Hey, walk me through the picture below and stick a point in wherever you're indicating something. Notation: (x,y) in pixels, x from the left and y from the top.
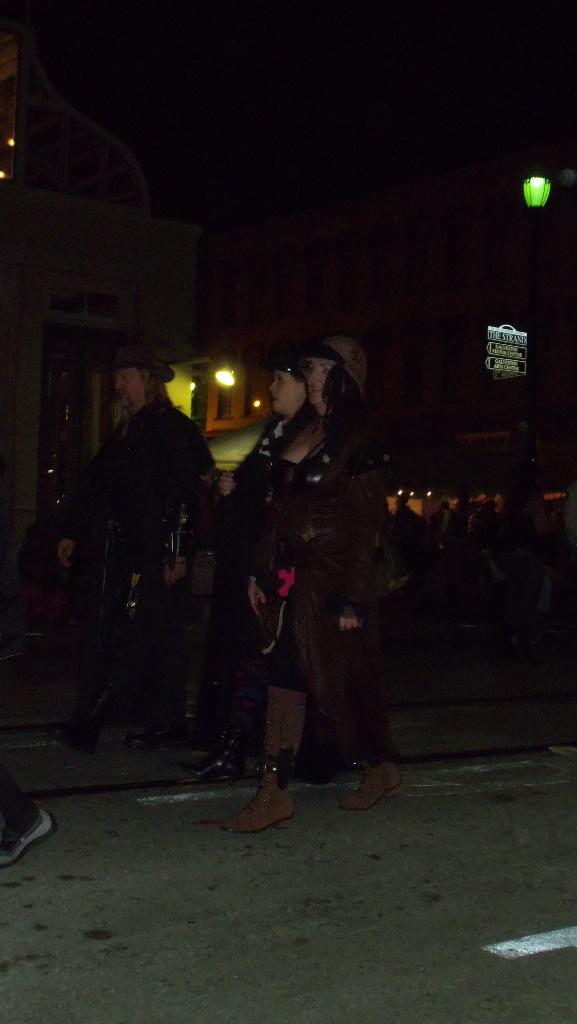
In this image I can see the group of people (225,714) with dresses (179,607). To the side of these people (171,555) I can see the buildings (301,236). I can see the board (506,347) and lights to the buildings (342,305). And there is a black background (362,31).
